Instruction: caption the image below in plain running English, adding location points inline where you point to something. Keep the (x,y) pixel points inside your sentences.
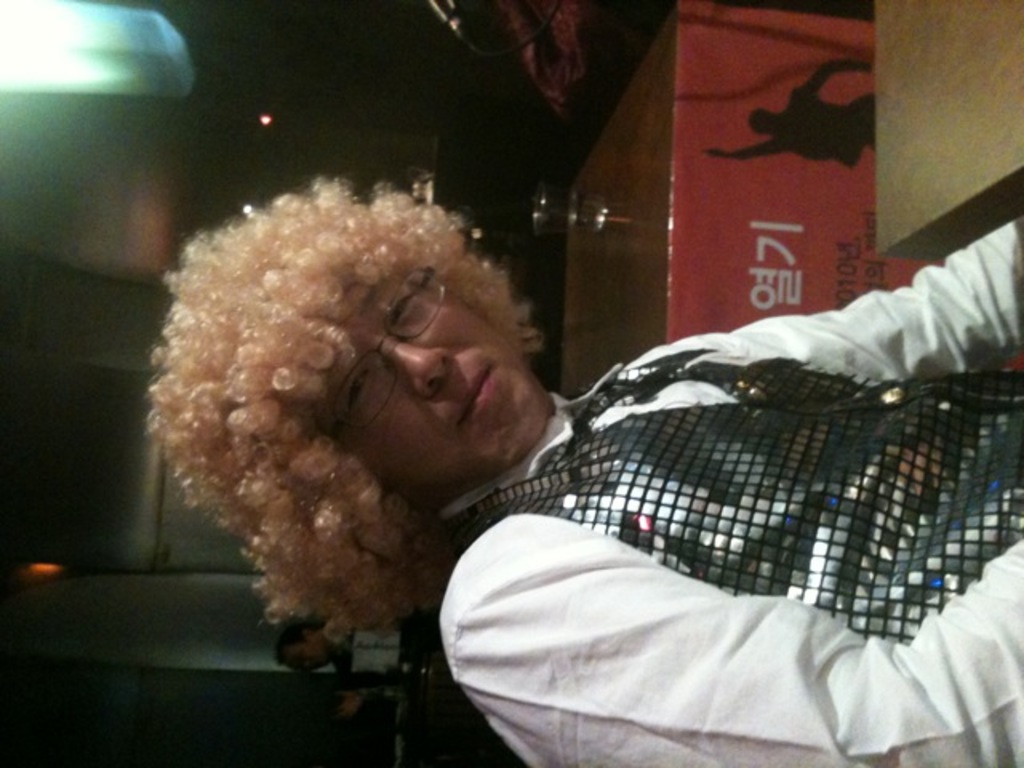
In this image there is a man (590,484) who has a gold curly hair (252,319). At the top (53,72) there is the light (60,71). In the background (662,261) there is a table (630,199) on which there is a glass (576,195) with the water (555,204).
